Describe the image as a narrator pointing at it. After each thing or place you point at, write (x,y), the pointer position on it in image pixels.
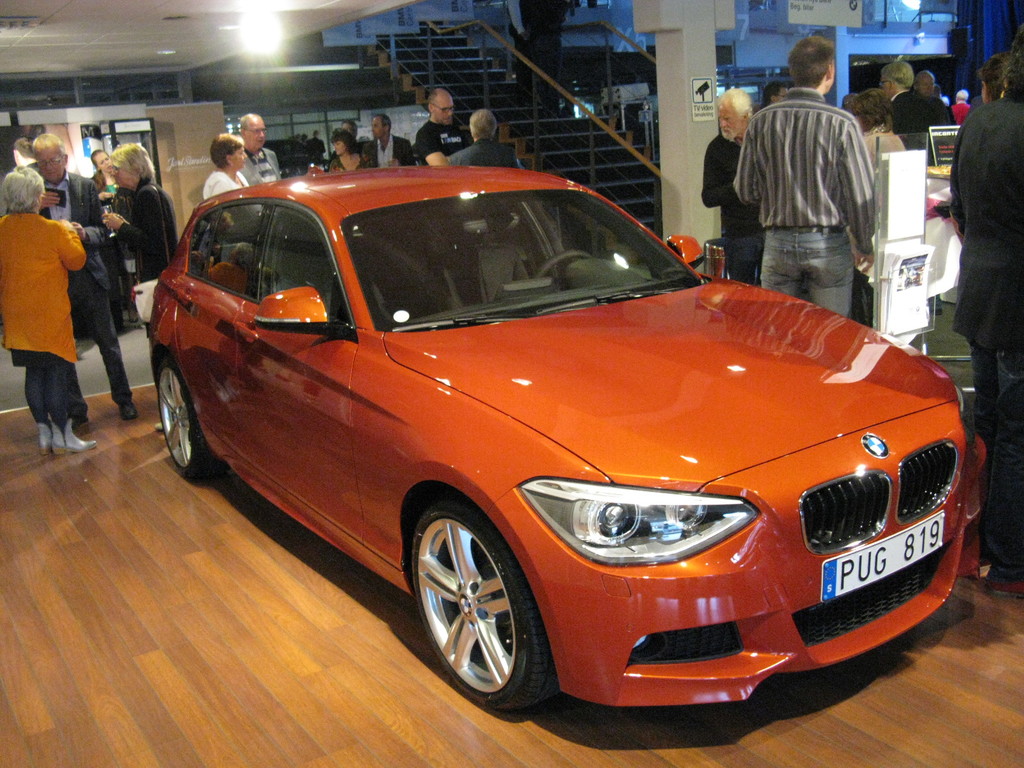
In this picture we can see an orange color BMW car (786,499). Behind it so many people (55,201) are standing and talking and one stair (524,112) is present. The floor (192,564) is furnished with wood (298,699).
